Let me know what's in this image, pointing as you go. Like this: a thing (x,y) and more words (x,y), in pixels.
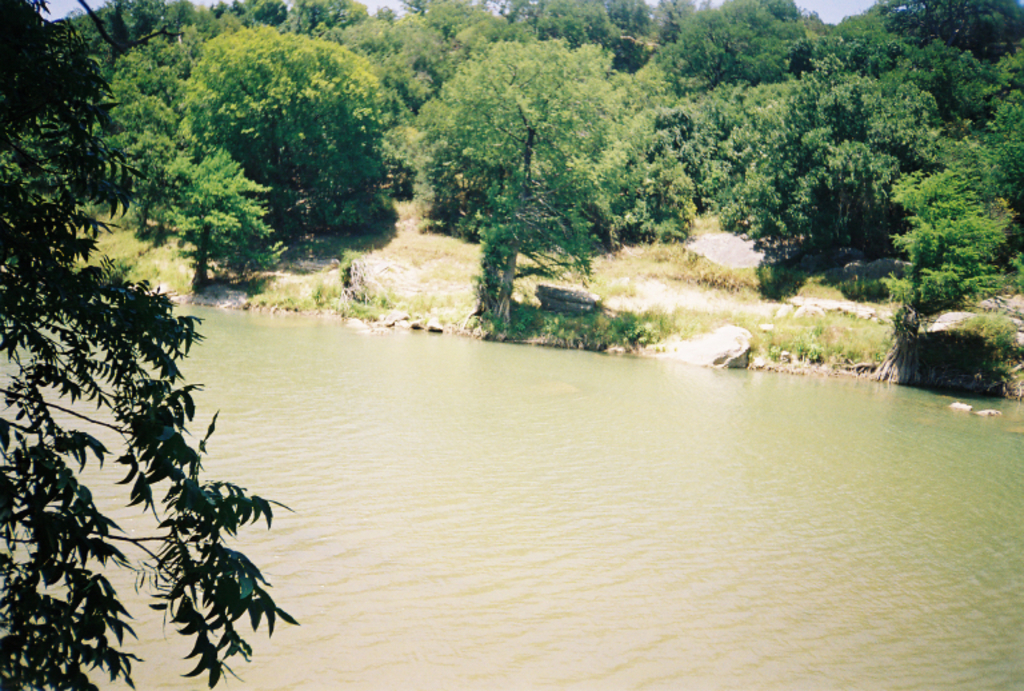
This image is taken outdoors. In the background (448,182) there are many trees (858,236) and plants (1001,325) with leaves (365,159), stems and branches (270,90). There is a ground (836,321) with grass (679,308) on it. There are a few rocks (718,332) on the ground (958,328). At the bottom of the image (464,632) there is a pond (493,627) with water (564,508). On the left side of the image (46,451) there is a tree (16,290). At the top of the image (825,13) there is the sky (839,11).
